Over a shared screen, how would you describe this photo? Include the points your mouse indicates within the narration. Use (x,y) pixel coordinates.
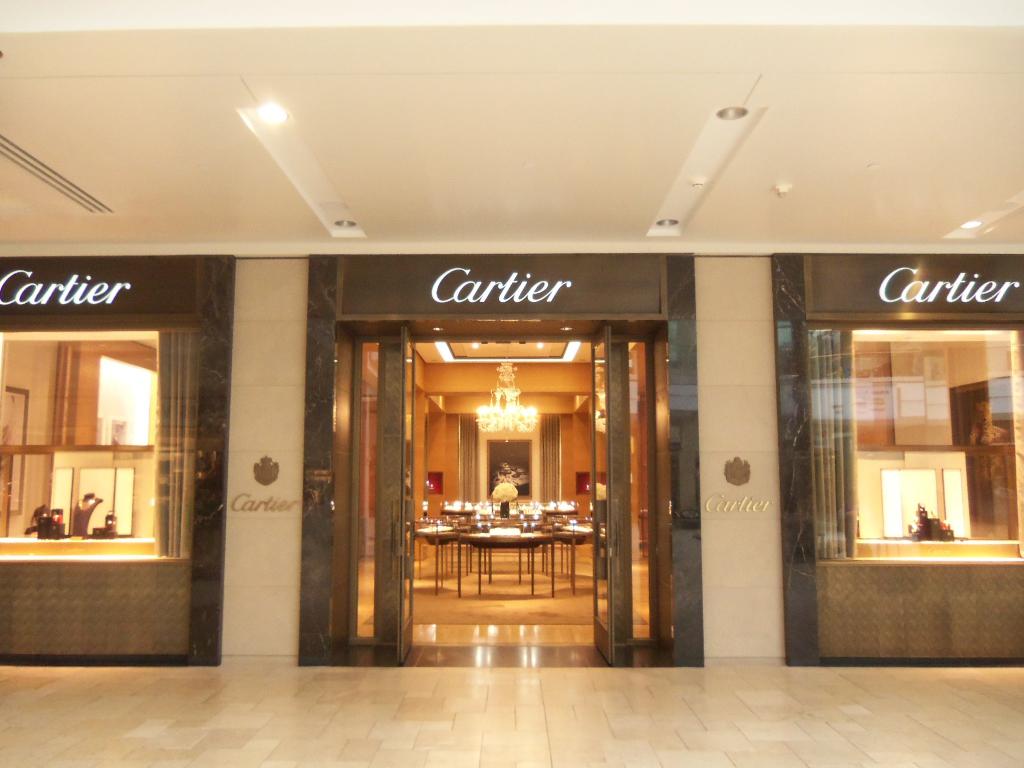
It looks like a store (708,573), in the middle (551,510) there is a table (454,531). It is the glass door (346,578) in this image.
